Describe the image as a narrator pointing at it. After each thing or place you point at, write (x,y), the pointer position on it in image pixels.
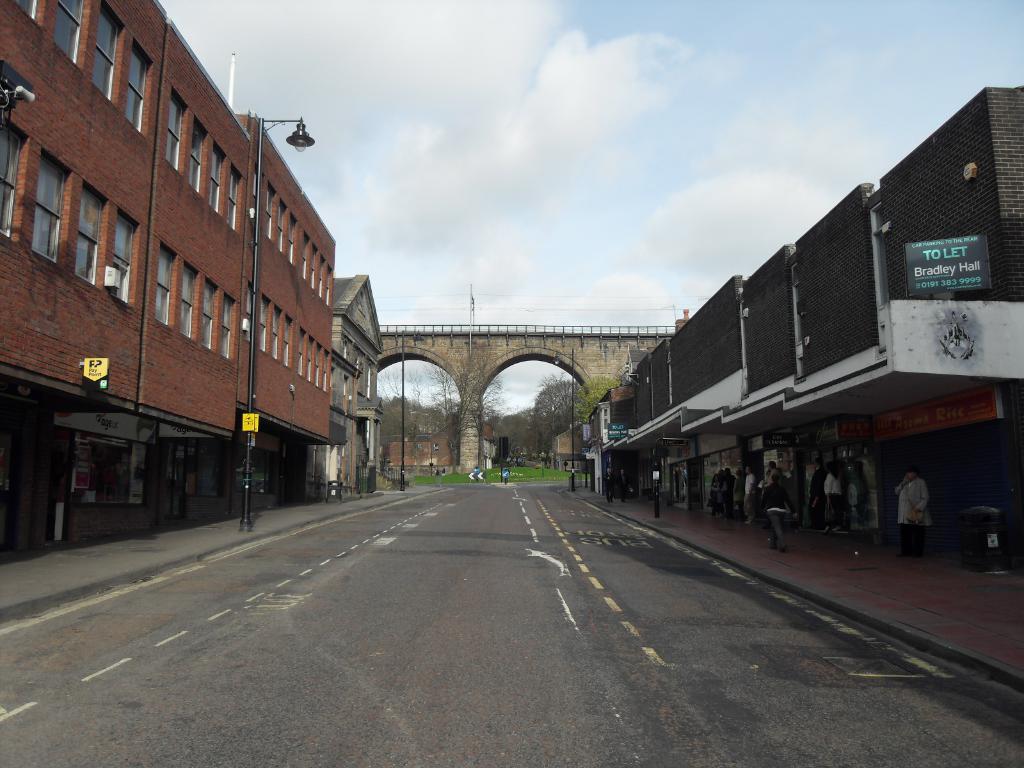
In this image I can see the road (396,635). To the side of the road (383,628) I can see the light pole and the building (312,396). To the right (911,525) I can see few people (911,525). In the background (431,418) I can see the bridge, trees (528,430), clouds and the sky (431,148).
